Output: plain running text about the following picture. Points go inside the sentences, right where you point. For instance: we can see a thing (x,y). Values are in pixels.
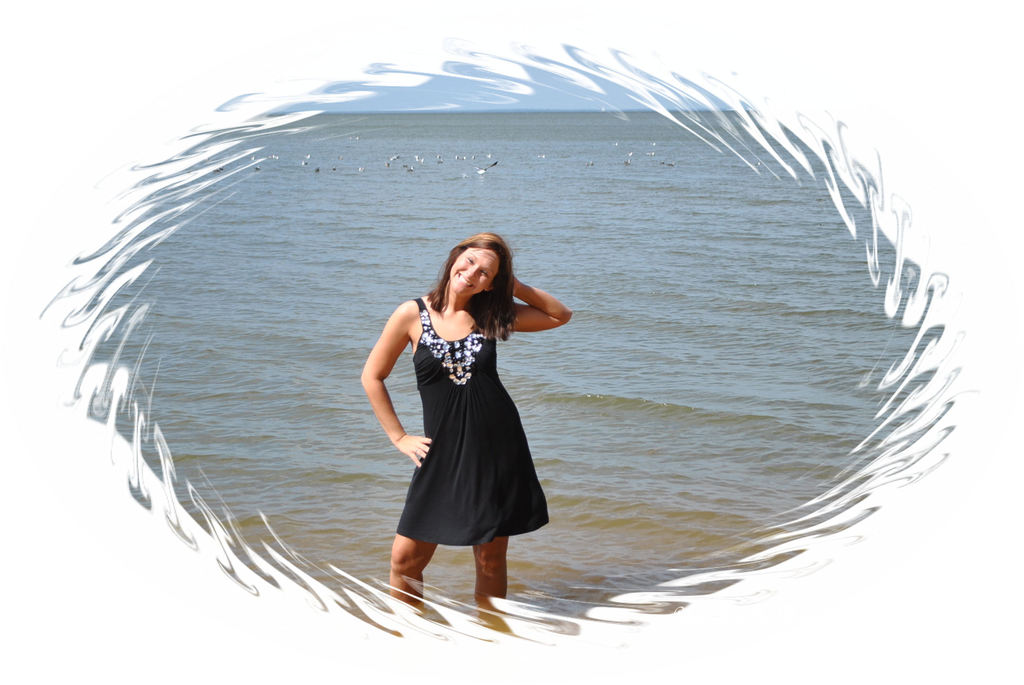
In this image we can see a woman (478,361) standing and smiling and posing for a photo and we can see the water (279,182) and there are some birds (494,162) in the water (368,151) and the image looks like a edited picture.
